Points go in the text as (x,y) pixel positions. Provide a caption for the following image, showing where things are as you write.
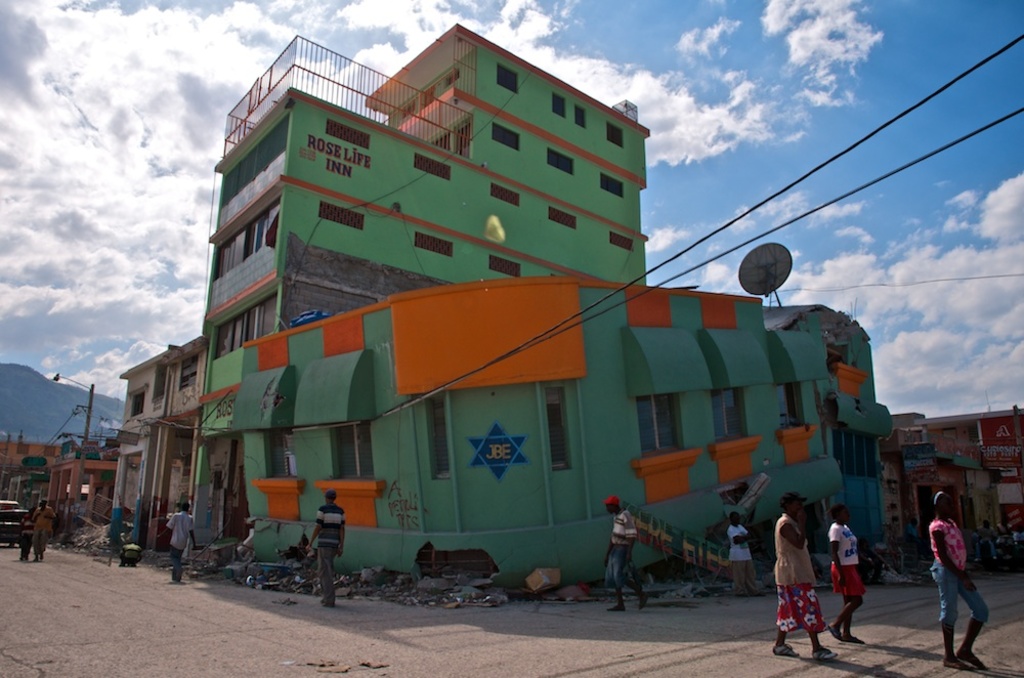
In this picture we can see a group of people (810,627) are walking on the path (213,610) and behind the people (949,531) there are buildings (270,446), electric poles (84,439) with cables (52,436). Behind the buildings (705,366) there is a hill (32,396) and a sky (728,287).
